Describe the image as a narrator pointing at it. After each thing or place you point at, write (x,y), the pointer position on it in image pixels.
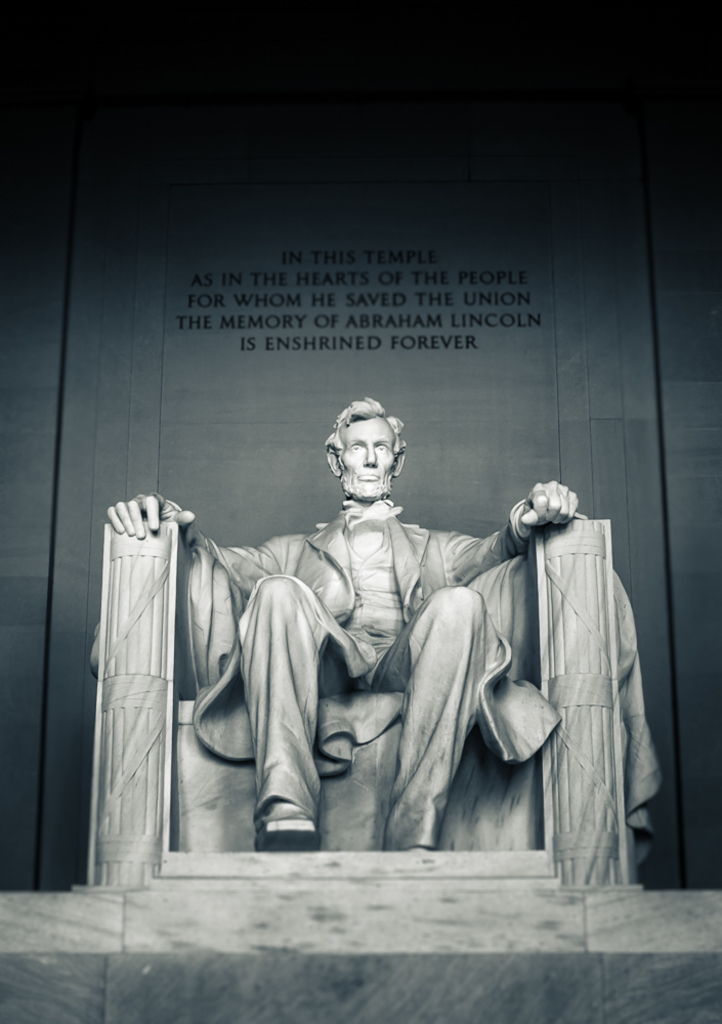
In this image there is a sculpture (496,722) of man (499,718) sitting in the chair (191,833), behind him there is a wall (29,399) with some text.
